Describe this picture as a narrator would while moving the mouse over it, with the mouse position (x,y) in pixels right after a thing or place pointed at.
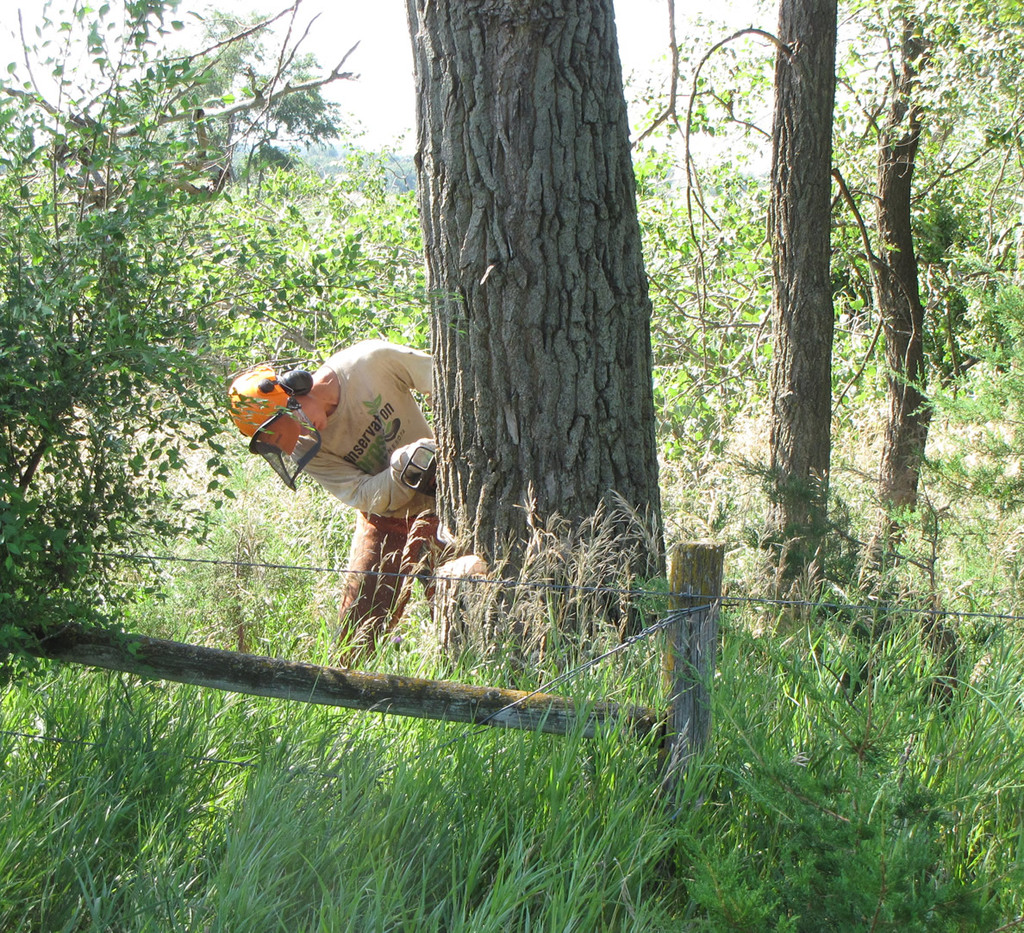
In this image I can see one person (371,388) is holding something and wearing helmet (258,439). I can see few trees (419,129), grass (730,573), fencing (695,636) and sky (345,121) is in white color.
